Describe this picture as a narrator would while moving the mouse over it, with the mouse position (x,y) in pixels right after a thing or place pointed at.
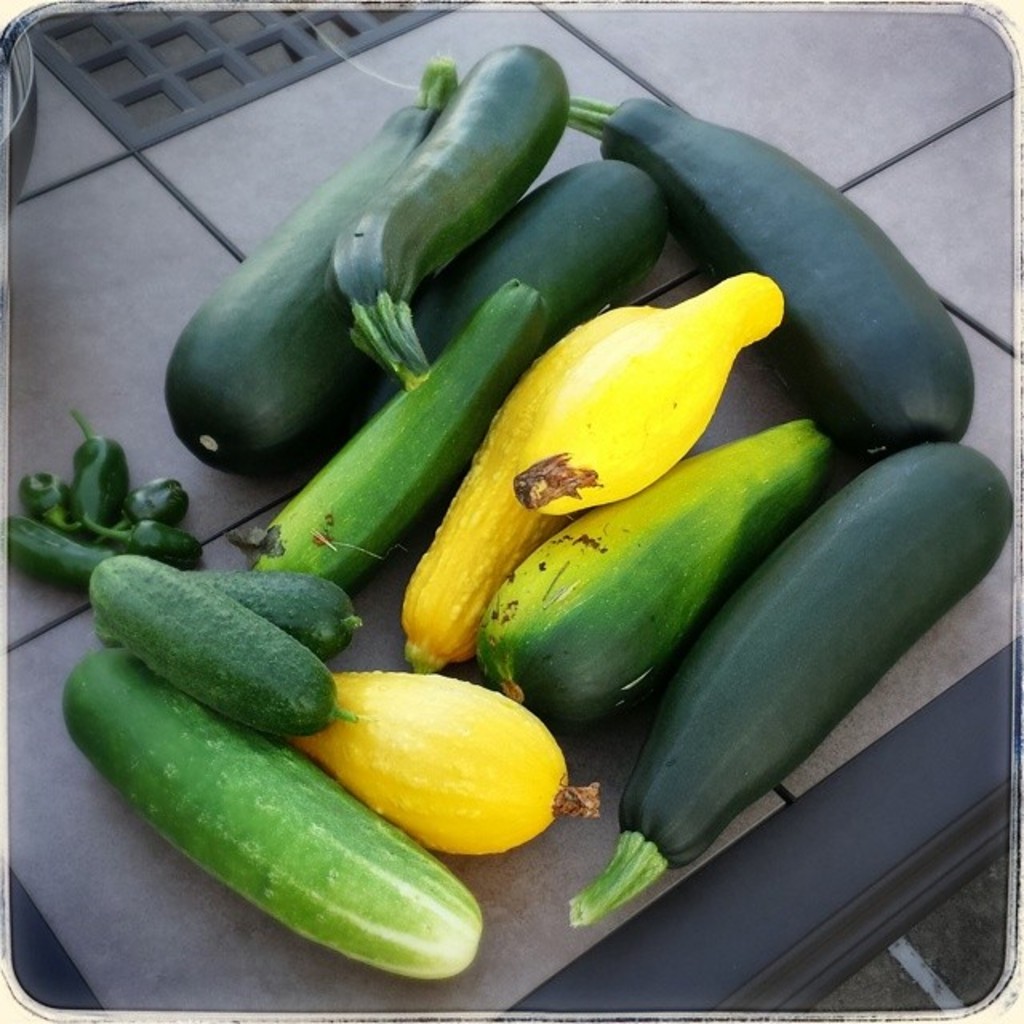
In this image there is a table (158,143), on that table (859,757) there are vegetables (296,366).
